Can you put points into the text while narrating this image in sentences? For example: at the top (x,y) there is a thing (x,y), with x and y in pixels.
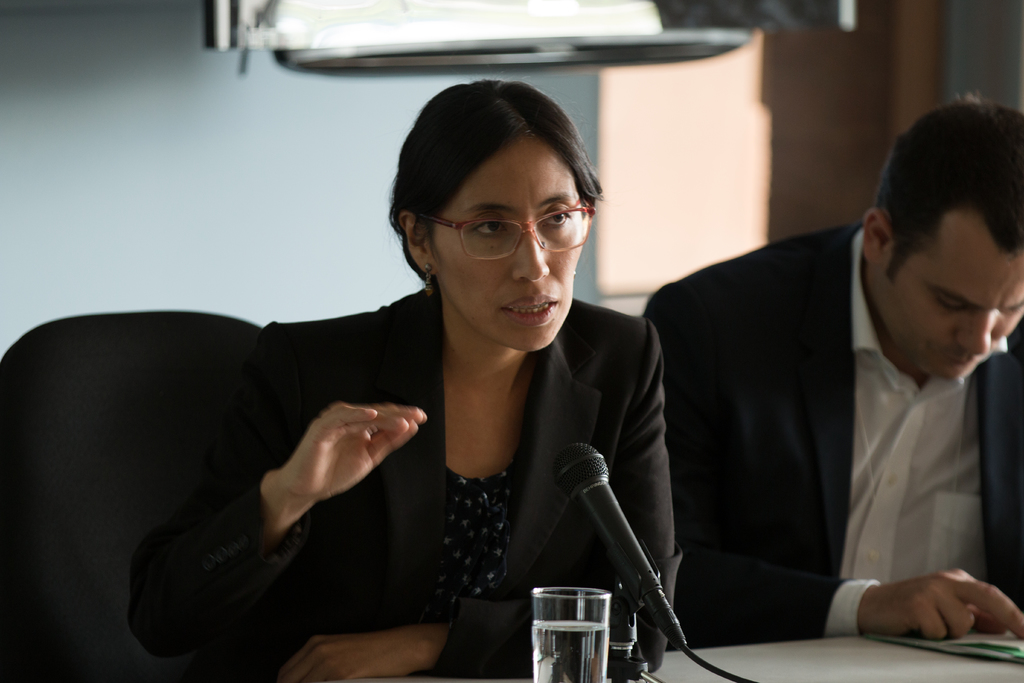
In this image there is a woman (610,335) and a man (727,390) sitting on chairs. The woman (604,389) is speaking into a mic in front of her on the table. The man (679,487) is looking at some papers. On the table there is a glass (581,607) of water (562,633). Behind them there is a wall (330,172). At the top of the image (453,13) there are some objects (449,70).
